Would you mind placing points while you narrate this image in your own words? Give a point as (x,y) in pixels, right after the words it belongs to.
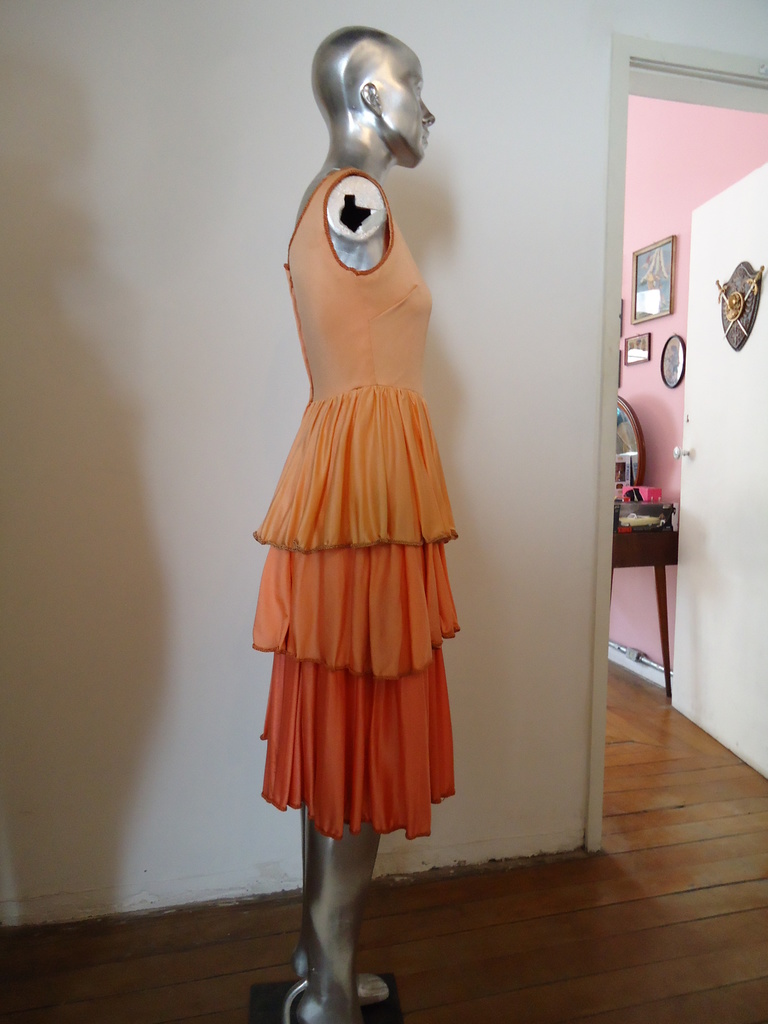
This is a room (170,252). The wall (187,506) is white in color. The floor (132,969) is wooden. Here there is a mannequin (346,77). It is wearing a orange frock (347,632). This mannequin (399,119) is silver in color. There is another room (649,350). The wall (644,180) is pink. This is the door (708,437). This is the door handle (688,454). There is small hanging (729,313) over here it has two swords (731,326). There is photo frame (650,295) hanged on the wall (659,385). There is a table (644,536). There is a mirror (624,431) on it. There are some other stuff (625,501) on the table (656,539).
